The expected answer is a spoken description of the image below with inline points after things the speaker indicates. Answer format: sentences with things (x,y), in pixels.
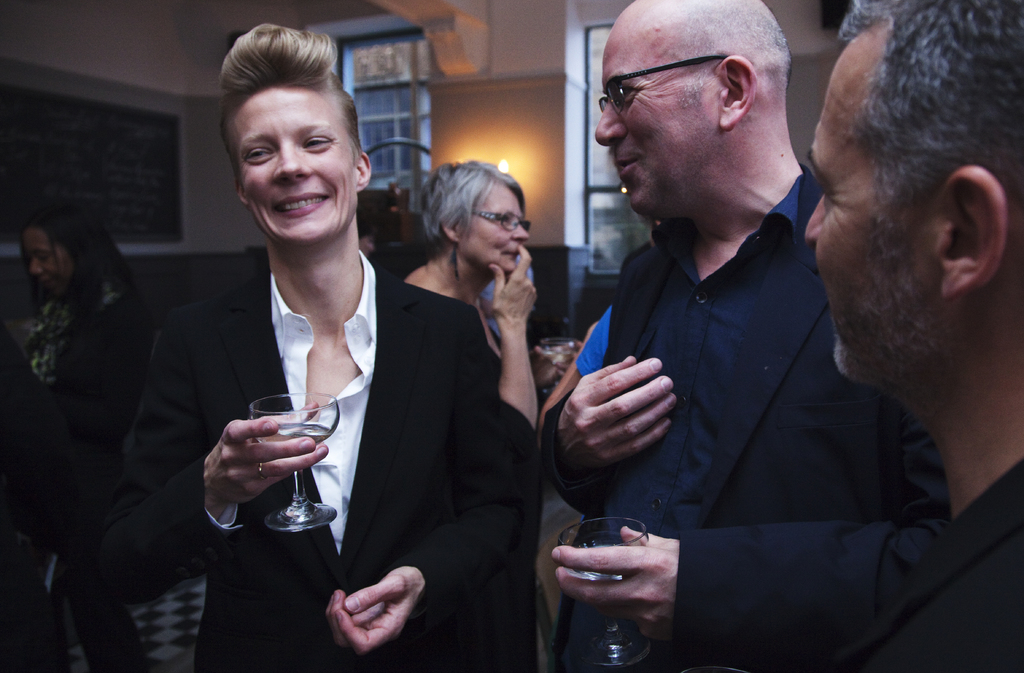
In this image I can see number of people (674,260) are standing and I can see all of them are wearing black colour dress (473,376). I can also see three of them are holding glasses (557,349) and in the background (488,144) I can see a light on the wall (545,214). On the left side of this image (164,121) I can see a black board (149,134) and on it I can see something is written.
